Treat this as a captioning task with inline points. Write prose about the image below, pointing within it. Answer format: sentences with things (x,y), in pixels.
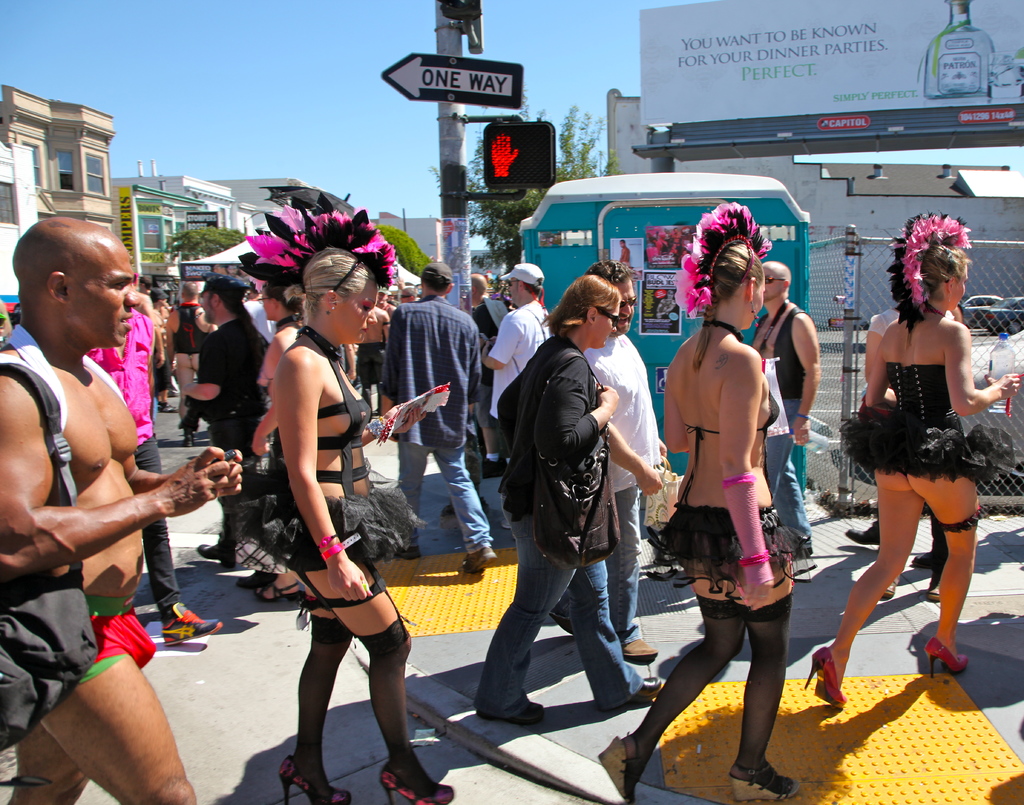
In this image we can see people (129,689) wearing costumes (903,375). There is a pole (459,37). On the right (989,276) we can see a mesh (989,276). There are cars (980,307). In the background (871,132) there are boards (832,27), trees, buildings (206,194) and sky (232,93).
